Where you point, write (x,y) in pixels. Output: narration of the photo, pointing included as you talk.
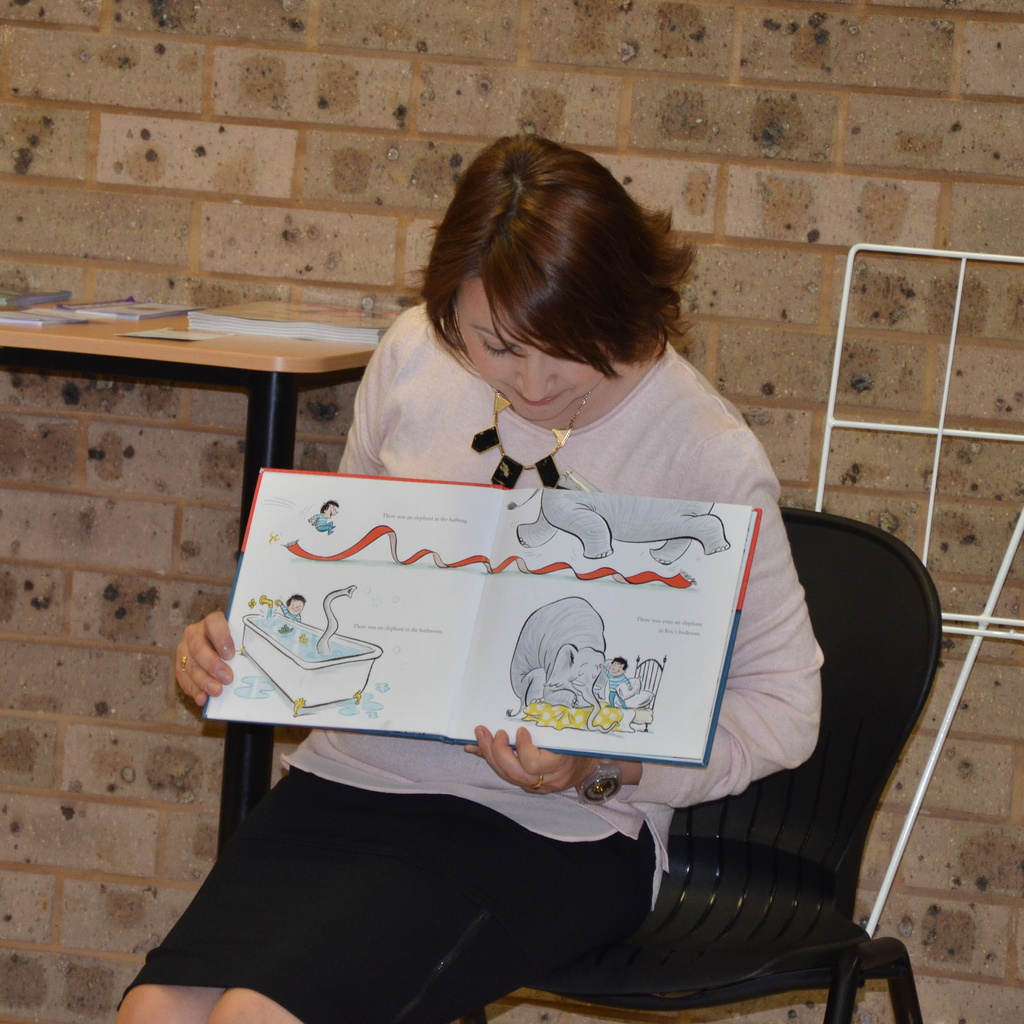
She is sitting on a chair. She is holding a book (657,589). We can see in background (971,542) table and wall (943,558).
